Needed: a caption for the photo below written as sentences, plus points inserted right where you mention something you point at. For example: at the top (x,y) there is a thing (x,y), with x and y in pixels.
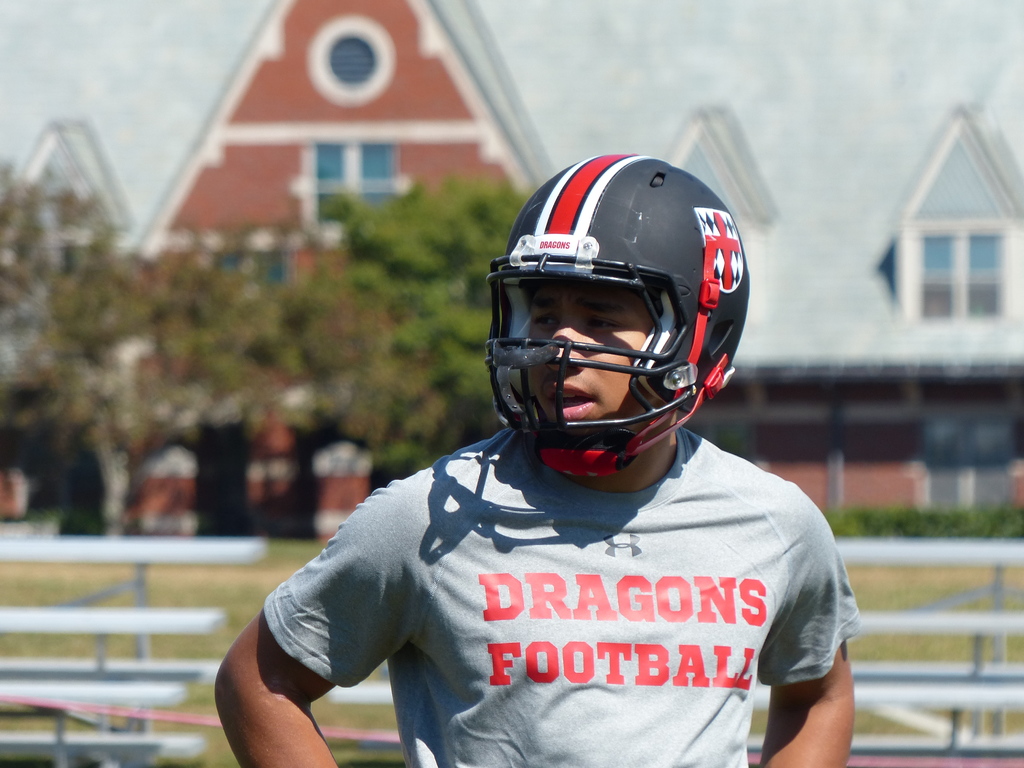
In the picture we can see a man (541,657) standing and wearing a T-shirt (808,649) and helmet (502,376) which is black in color and in the background (71,430), we can see the grass surface (969,602) with some benches (259,542), trees (181,413) and behind it we can see a building (467,144) with some windows (370,158).
